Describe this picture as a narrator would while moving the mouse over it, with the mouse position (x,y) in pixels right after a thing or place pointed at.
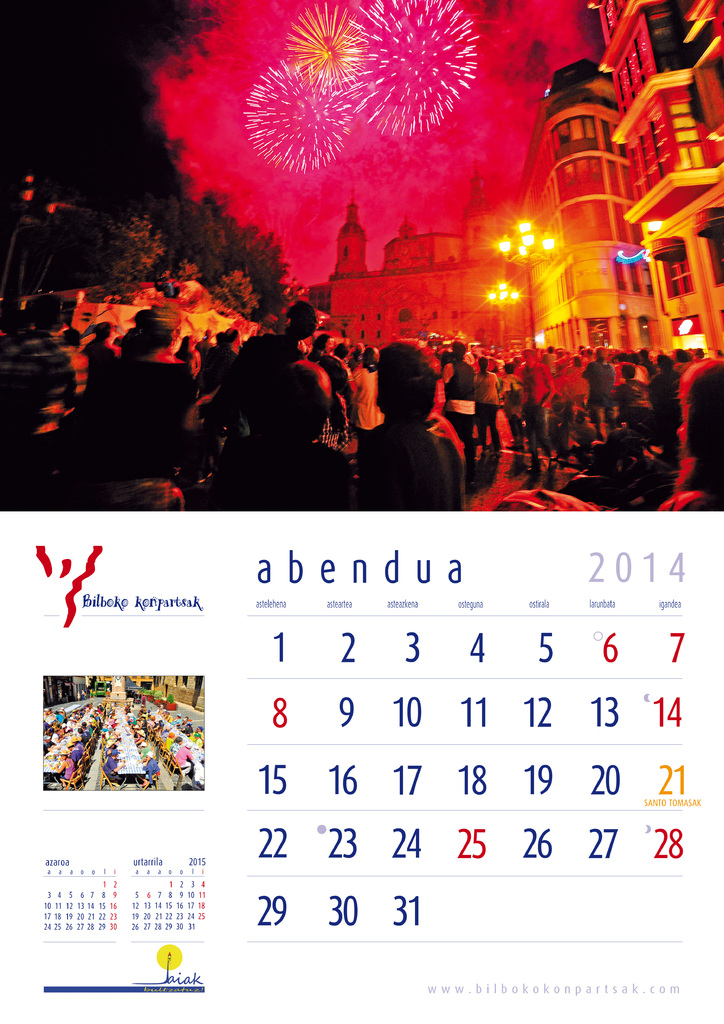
In this picture we can see group of people (375,461), buildings (418,329), trees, lights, and sparkles (424,52). At the bottom (401,971) we can see a calendar (300,719).
